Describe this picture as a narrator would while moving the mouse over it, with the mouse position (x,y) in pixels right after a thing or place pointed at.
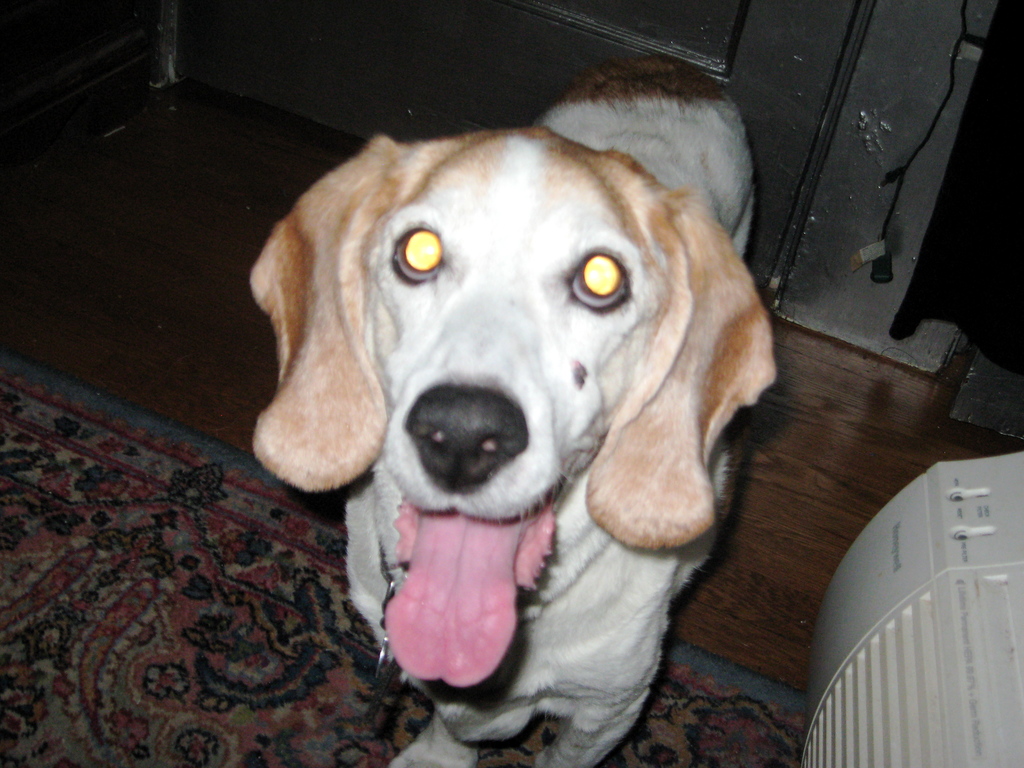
In this image in the front (560,394) there is a dog (562,425) standing on the ground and there is mat (183,600) on the floor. On the right side (914,625) there is an object (948,659) which is white in colour. In the background (717,40) there is an object (578,48) which is grey in colour and there is a wire (928,134) which is black in colour.
